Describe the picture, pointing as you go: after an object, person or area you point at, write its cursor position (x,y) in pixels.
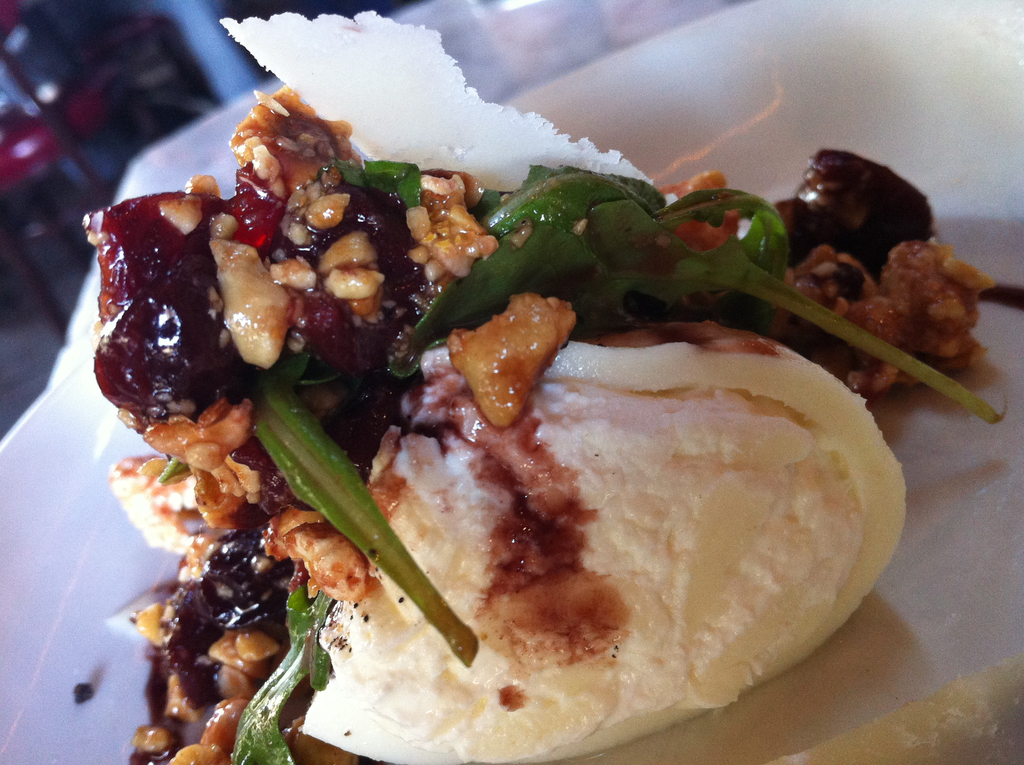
There is a dessert (449,432) served on a plate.
